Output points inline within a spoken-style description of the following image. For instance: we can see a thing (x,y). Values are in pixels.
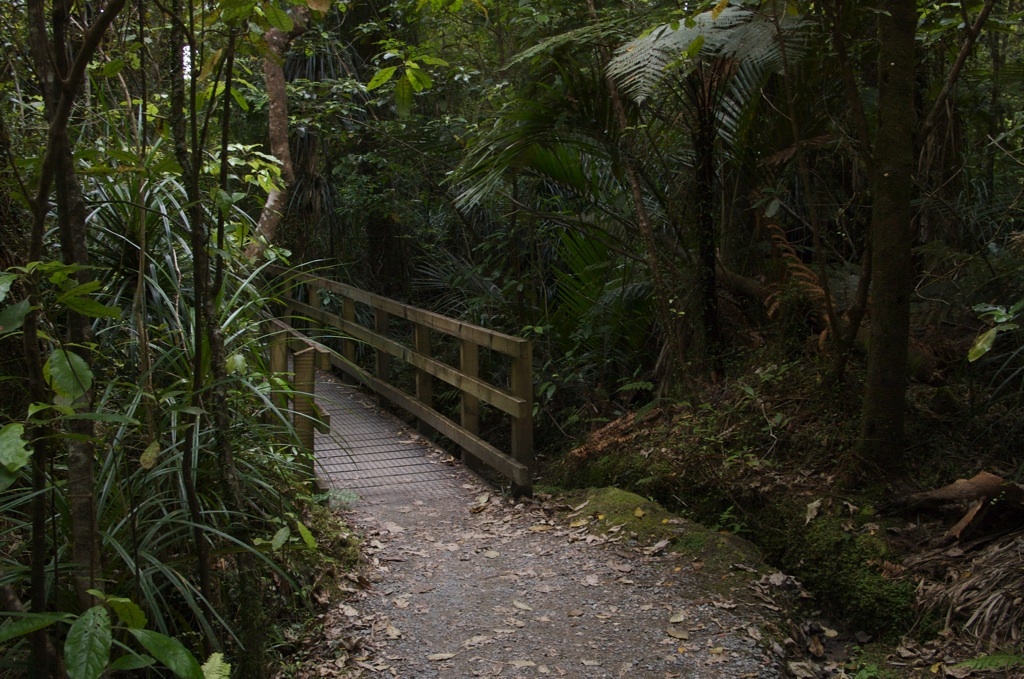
In the center of the image (478,377) we can see a wooden bridge (338,448). In the background (683,352), we can see group of trees (456,105).
